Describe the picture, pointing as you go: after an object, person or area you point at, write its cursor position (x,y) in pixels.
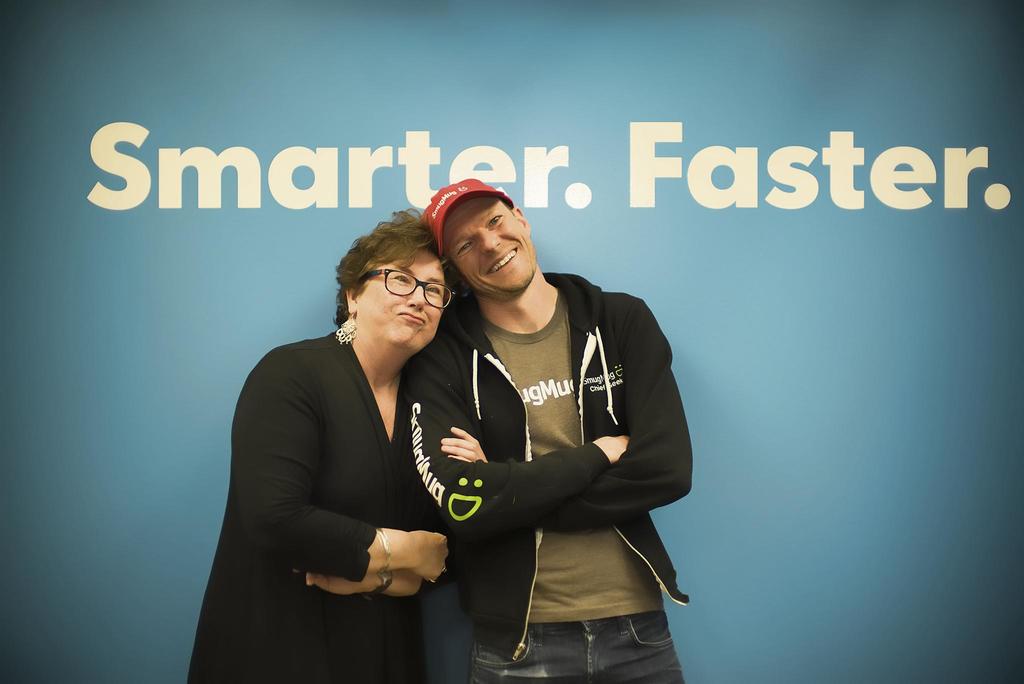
In this image I can see a woman (303,453) wearing black colored dress (304,446) and a man (438,416) wearing black colored jacket (468,423), jeans (552,667) and red colored hat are standing. In the background (208,286) I can see the blue colored surface (173,338) on which I can see few words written with white color.
